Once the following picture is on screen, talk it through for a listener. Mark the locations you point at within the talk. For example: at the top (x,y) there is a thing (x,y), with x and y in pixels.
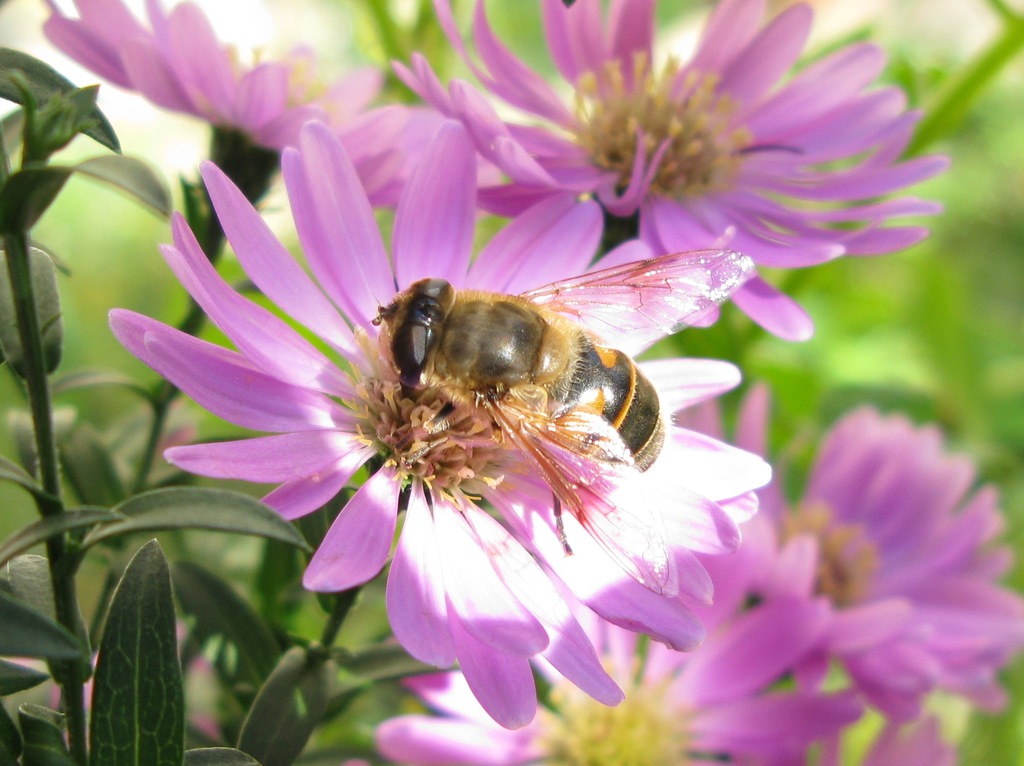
In this picture we can see a honeybee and in the background (61,390) we can see plants (1021,567) with flowers (583,571).
